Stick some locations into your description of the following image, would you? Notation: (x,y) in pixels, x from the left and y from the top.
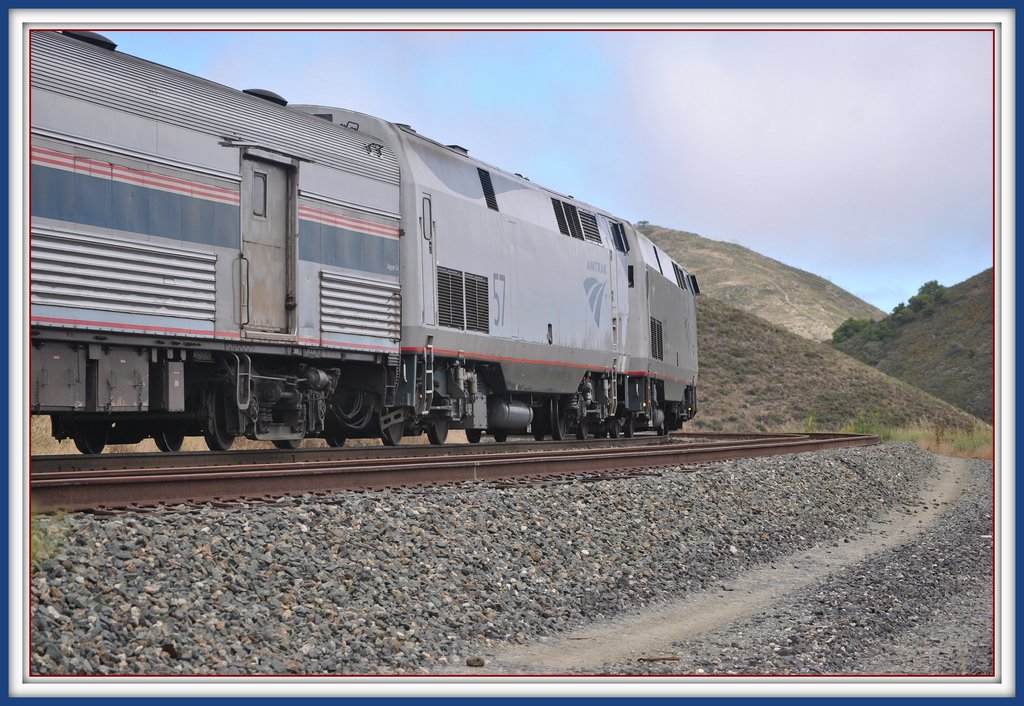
This looks like an edited image. I can see the train (349,368) moving on the rail track (749,444). These are the rocks (740,572). I can see the hills (807,306) with plants (908,330) and trees (895,325).
